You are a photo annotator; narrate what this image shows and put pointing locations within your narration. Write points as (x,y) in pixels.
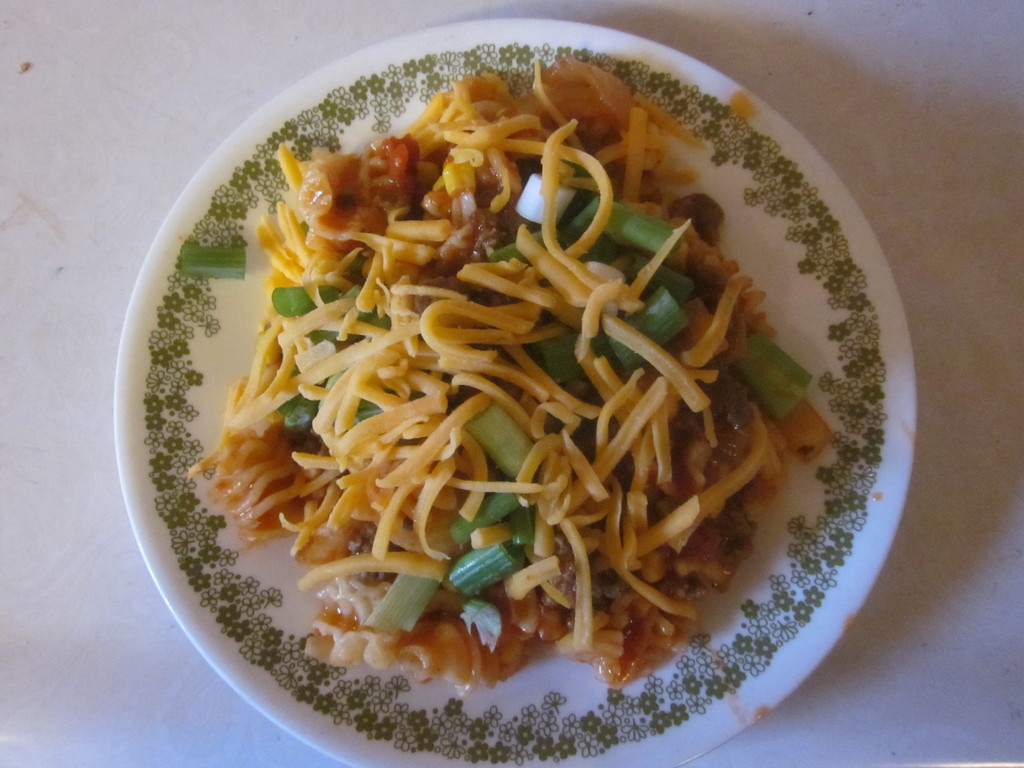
In this image I can see food item (478,465) on a white color plate (747,571). On the plate (213,306) I can see a design (823,546). This plate (771,580) is on a white color surface (57,531).
